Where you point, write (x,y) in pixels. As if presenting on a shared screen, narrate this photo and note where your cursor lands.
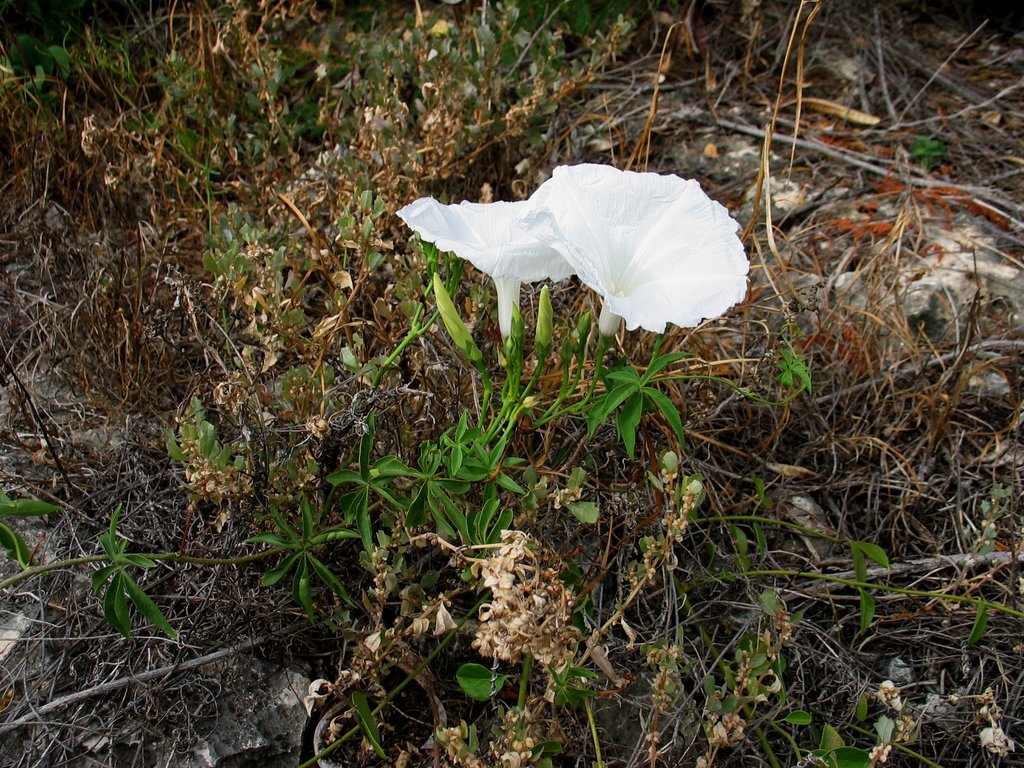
In this image in the front (616,296) there are flowers (649,282) and in the background (360,184) there is dry grass (52,156) and there are leaves (342,295).
